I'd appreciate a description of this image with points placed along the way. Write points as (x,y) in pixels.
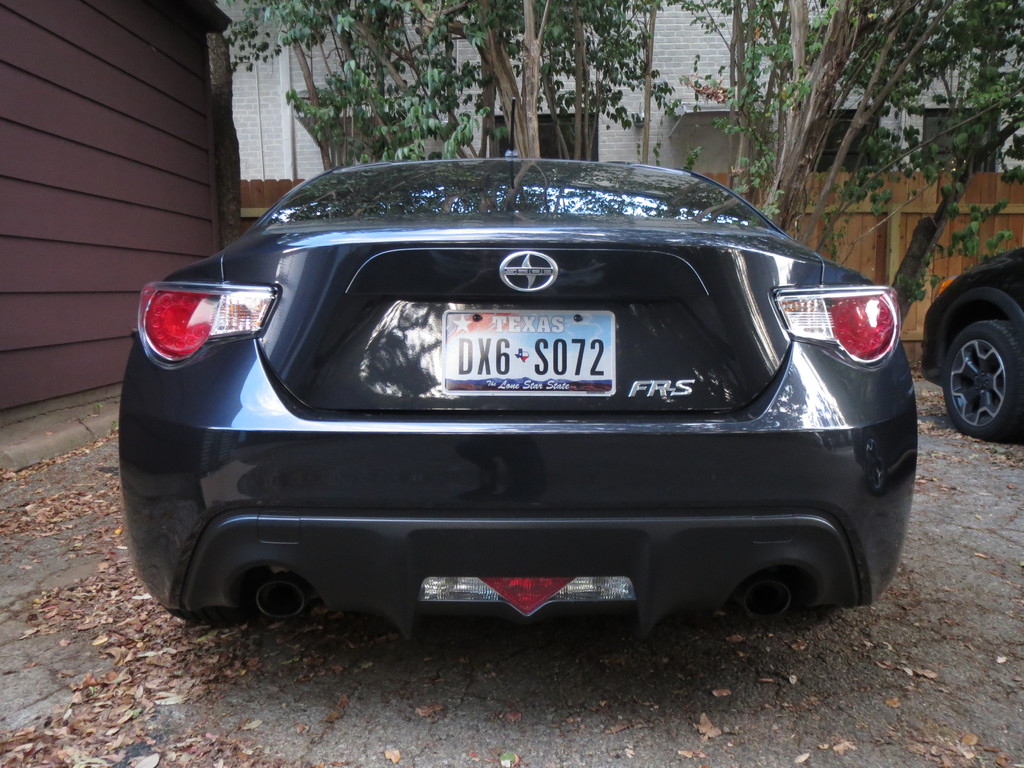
In the foreground of the picture (203,559) there are dry leaves (92,696) and a car (540,363). On the right (988,341) there is a car (989,331). On the left (133,175) it is wall (6,75). In the background (735,57) there are trees (634,68) and a building (670,55).
